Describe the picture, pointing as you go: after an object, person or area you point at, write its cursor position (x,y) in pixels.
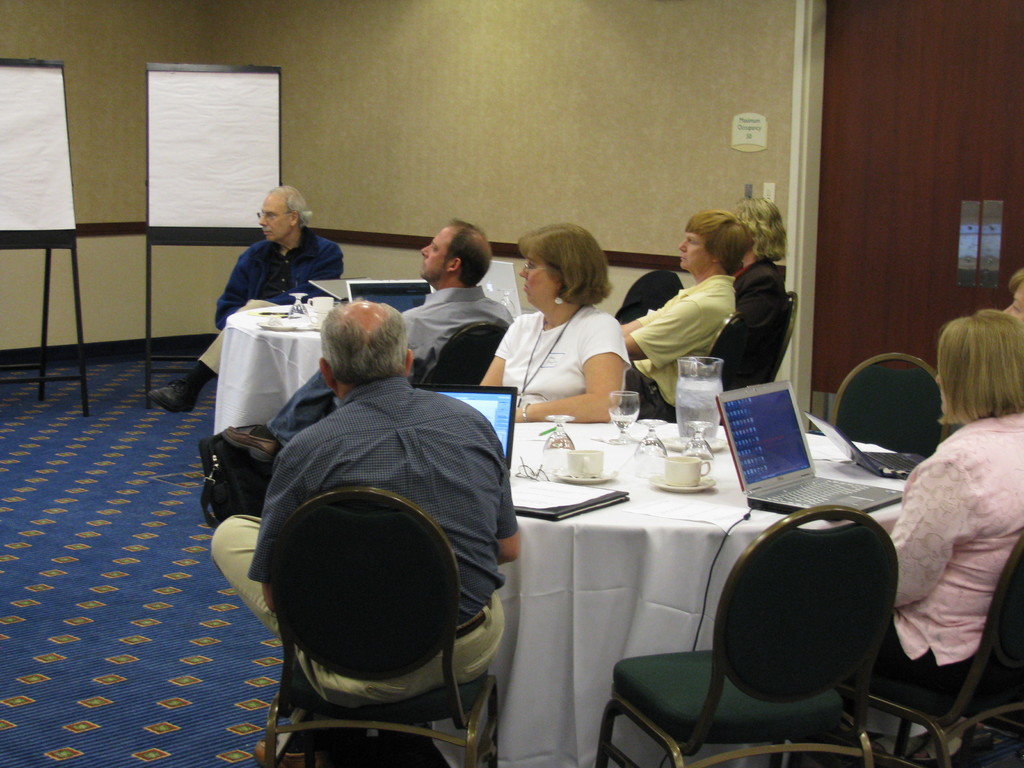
This picture shows a group of people (481,618) seated on the chairs (1017,627) and we see few tea cups (696,460) and glasses (632,403) and laptops (793,441) on the table (835,461) and we see few laptops (352,284) and glasses (302,302) on the other table (248,398) and we see two notice boards (164,168) on the side.
